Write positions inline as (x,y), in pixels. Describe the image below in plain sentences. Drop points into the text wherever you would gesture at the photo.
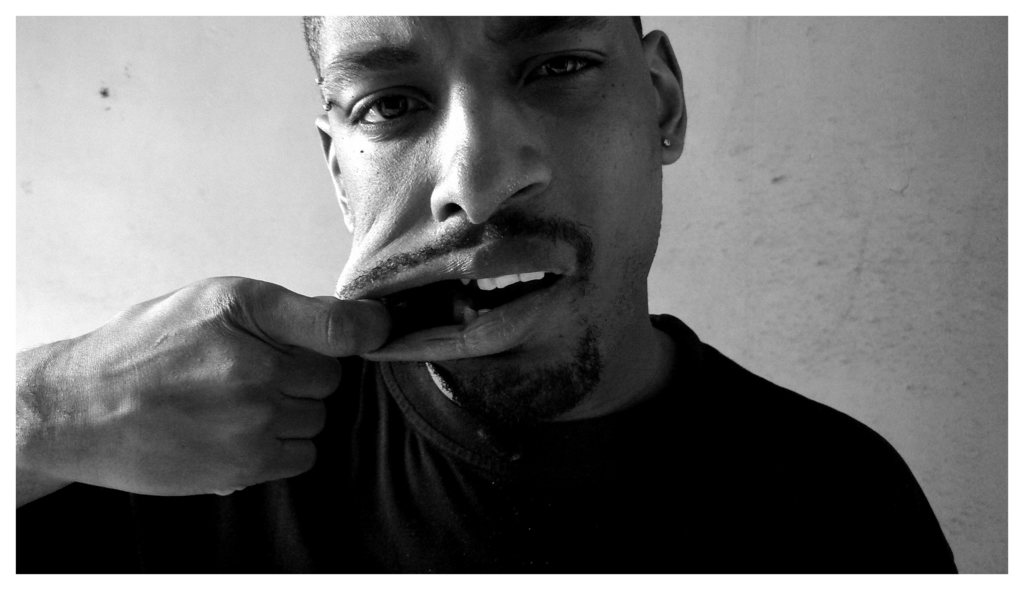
It is a black and white picture of a man (707,445) opening his mouth (454,327) with the help of his hand (290,370). In the background (206,252) there is wall (836,221).
